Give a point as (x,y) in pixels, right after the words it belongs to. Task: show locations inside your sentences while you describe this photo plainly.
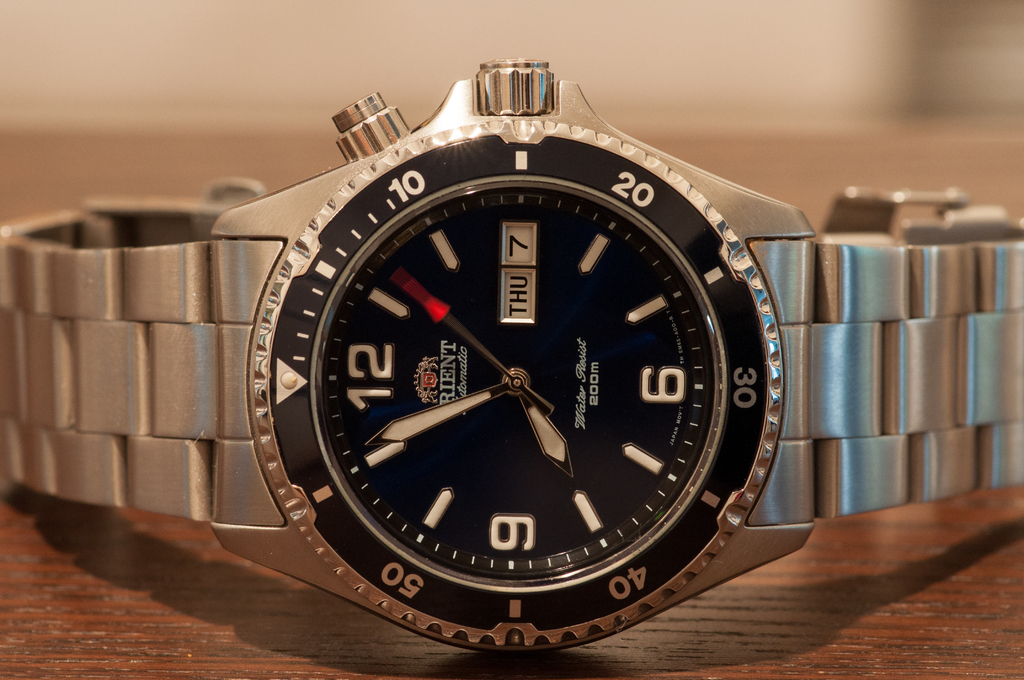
In the picture I can see a metal watch (317,301) which is placed on a brown surface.
